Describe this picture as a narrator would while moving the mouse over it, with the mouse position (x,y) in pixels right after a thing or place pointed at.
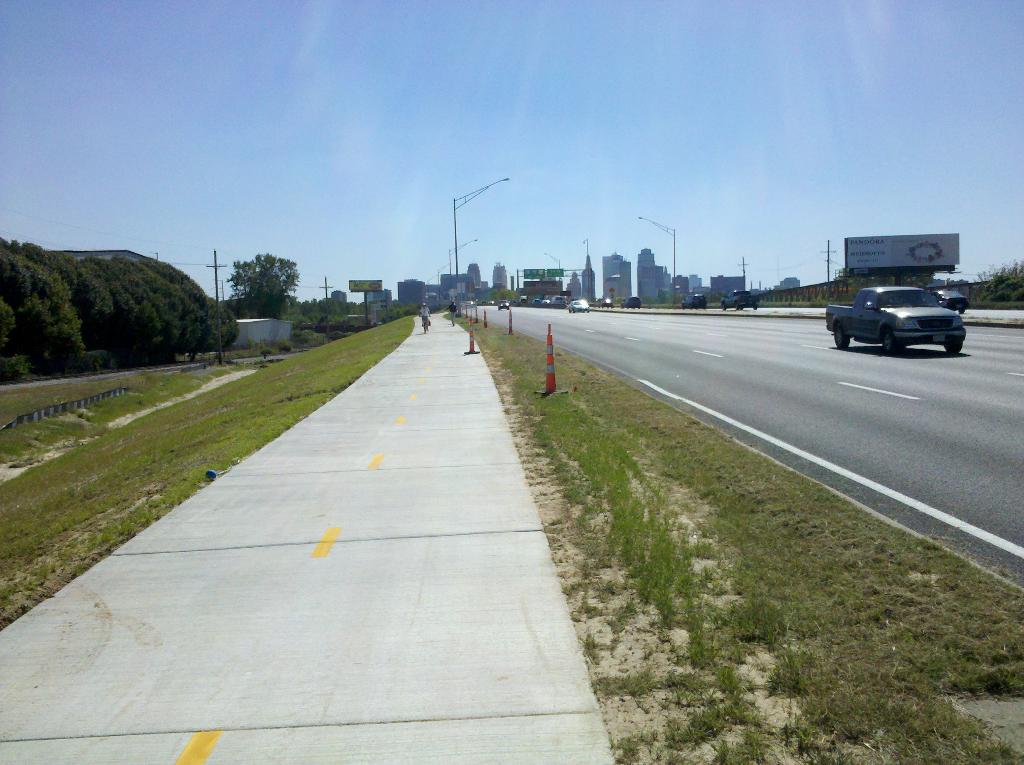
In the image we can see there is a road (720,336) and there are cars (939,330) moving on the road (820,329). There is another road (424,387) and there is a person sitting on the bicycle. There are traffic cones (547,385) kept on the ground (506,432) and there is grass (632,525) on the ground (230,424). Behind there are trees (275,315) and there are buildings (470,279). The sky (491,103) is clear.
